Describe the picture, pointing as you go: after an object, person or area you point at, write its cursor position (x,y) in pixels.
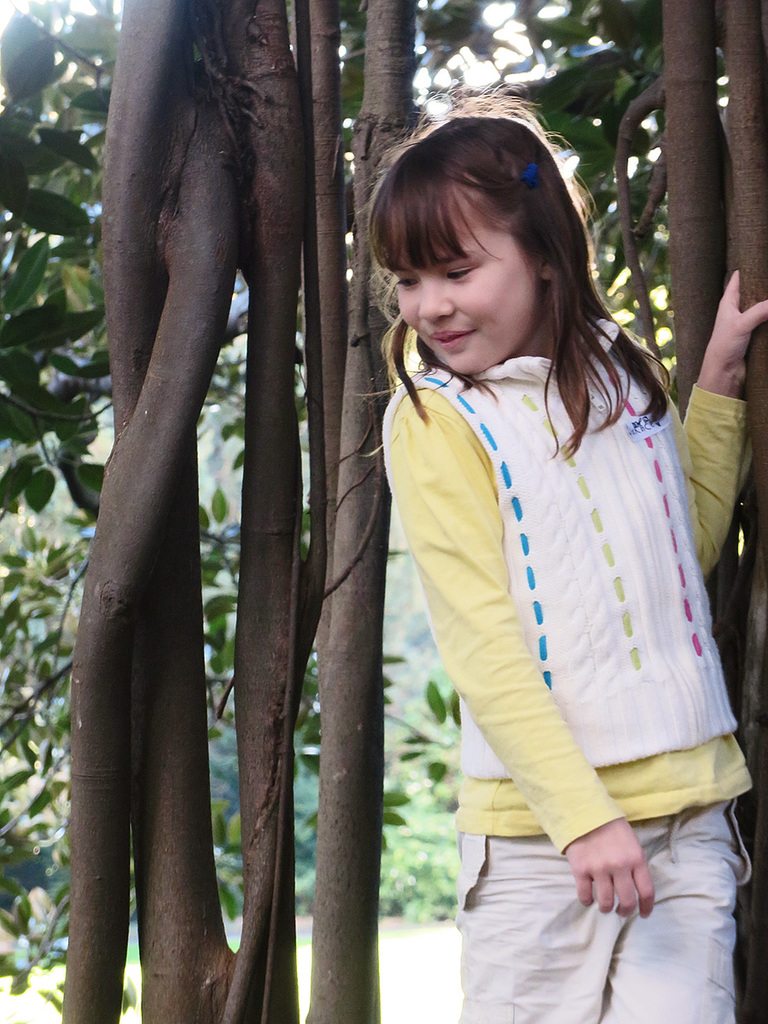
In the foreground of this image (521,607), there is a girl (527,645) standing on the right (638,795). Behind her, there is a tree (681,146). In the background (432,654), there is greenery (417,859).
